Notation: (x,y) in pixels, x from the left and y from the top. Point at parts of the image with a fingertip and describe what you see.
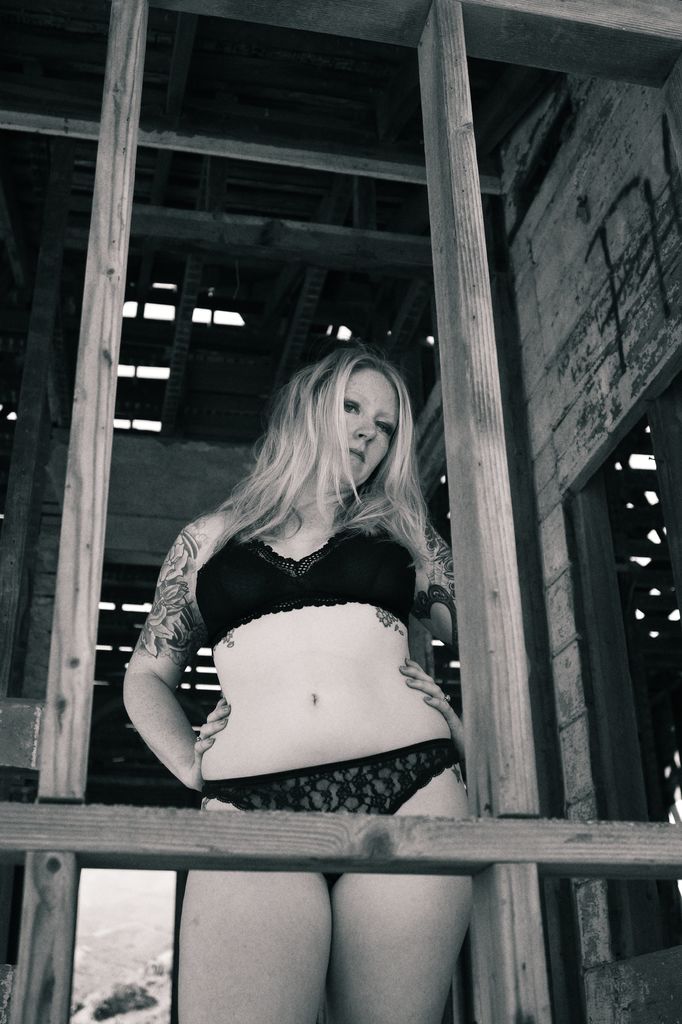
This is a black and white image. Here I can see a woman (367,996) standing and giving pose for the picture. In front of her I can see wooden sticks (448,330). In the background (54,437) I can see the walls (130,450). On the right side (631,646) there is a window (641,699).
